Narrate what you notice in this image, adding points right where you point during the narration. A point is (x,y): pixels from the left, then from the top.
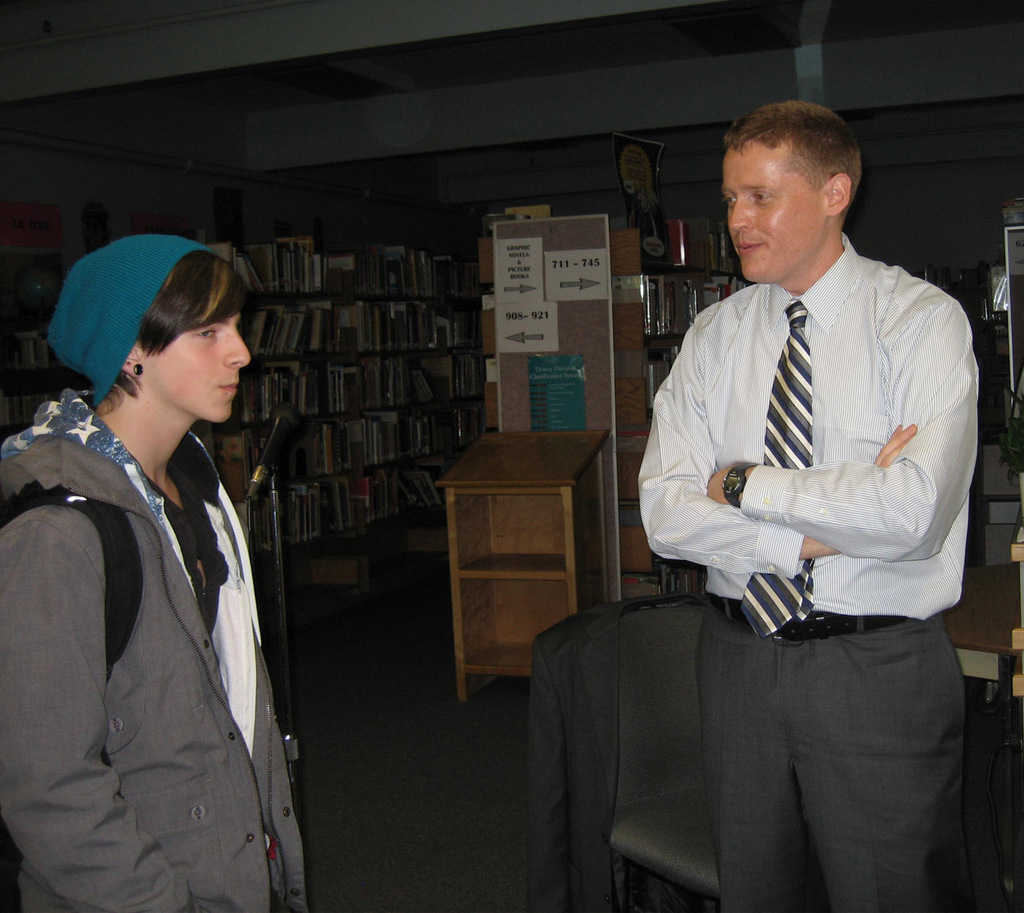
In this image I can see a person (852,381) wearing white shirt (871,357), tie (798,330) and pant (855,716) is standing and another person (177,599) wearing grey colored jacket (140,702), bag (74,500) and blue colored cap (120,297) is standing. In the background (376,323) I can see few bookshelves (312,396) with books (368,276) in it and few other objects (604,329).
